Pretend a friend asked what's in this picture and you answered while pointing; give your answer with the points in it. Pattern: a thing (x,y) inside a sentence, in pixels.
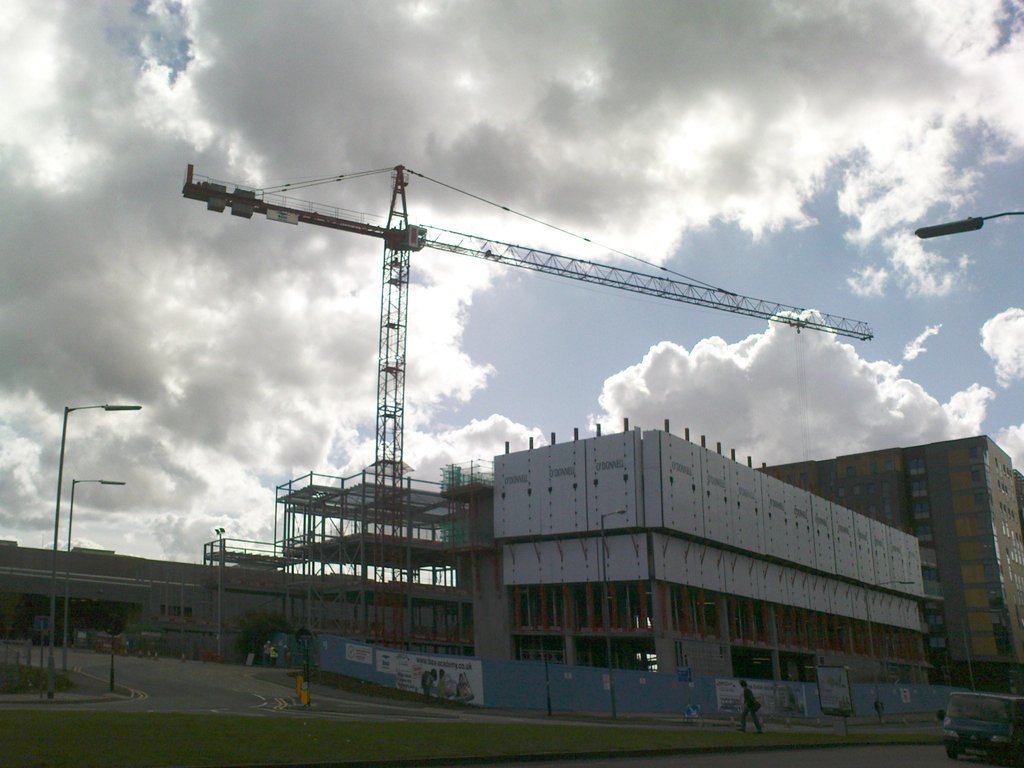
In the center of the picture (482,486) there are buildings (547,491) and constructions (668,632). On the left (161,745) there are street lights (107,409), grass (58,686) and footpath (63,693). On the right (959,745) there is a vehicle (963,726). In the foreground of the picture there is a person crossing the road (289,702) and there is grass (336,734). In the center of the background (402,225) there is a crane (393,242). Sky (497,233) is partially cloudy.
